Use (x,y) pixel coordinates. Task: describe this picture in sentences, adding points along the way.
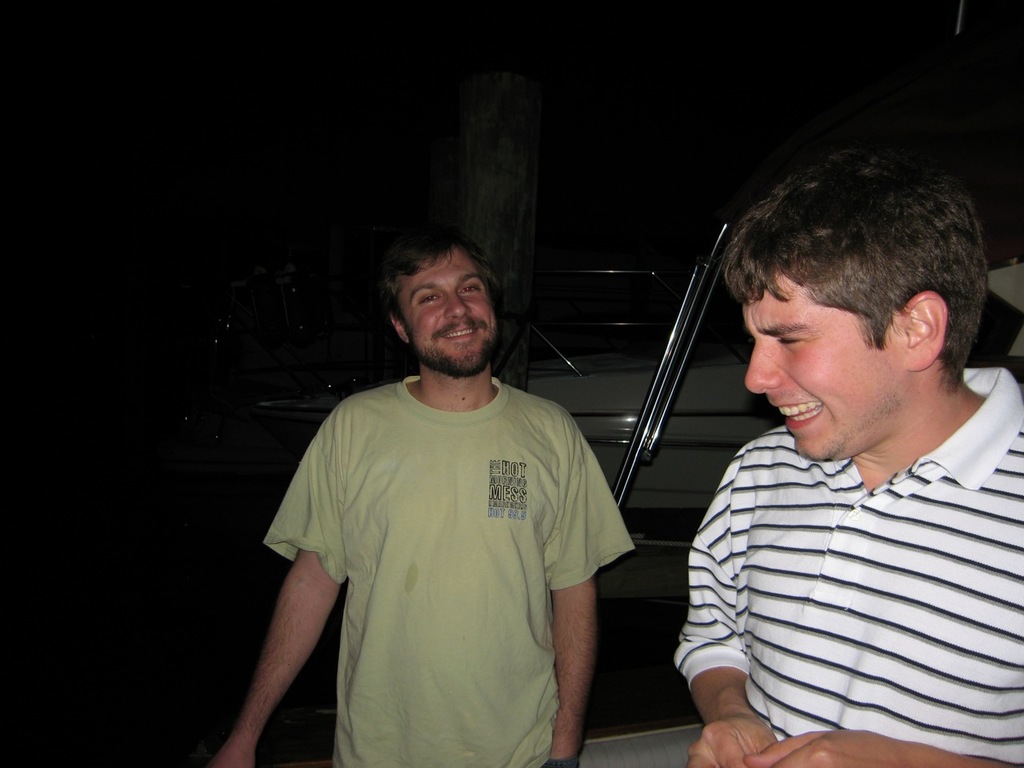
This picture is taken in night and I can see there are two persons (367,439) in the foreground (480,572) and they both are smiling, in the middle (604,383) I can see a vehicle (599,401) and a pole (536,185).
